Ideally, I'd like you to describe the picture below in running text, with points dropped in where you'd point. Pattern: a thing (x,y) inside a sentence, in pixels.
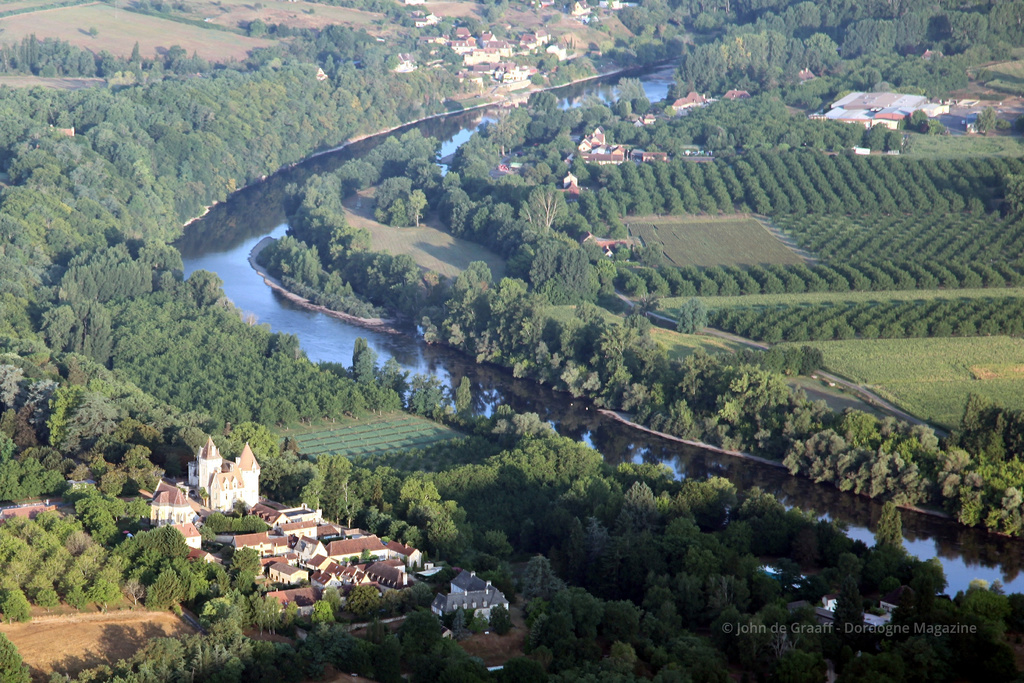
In this picture there is a beautiful view from the top. In the front (429,635) there are many trees (739,374) and grass lawn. In the middle (358,334) there is a river water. On the left side (324,579) there is a white and brown color shade houses (349,574).
